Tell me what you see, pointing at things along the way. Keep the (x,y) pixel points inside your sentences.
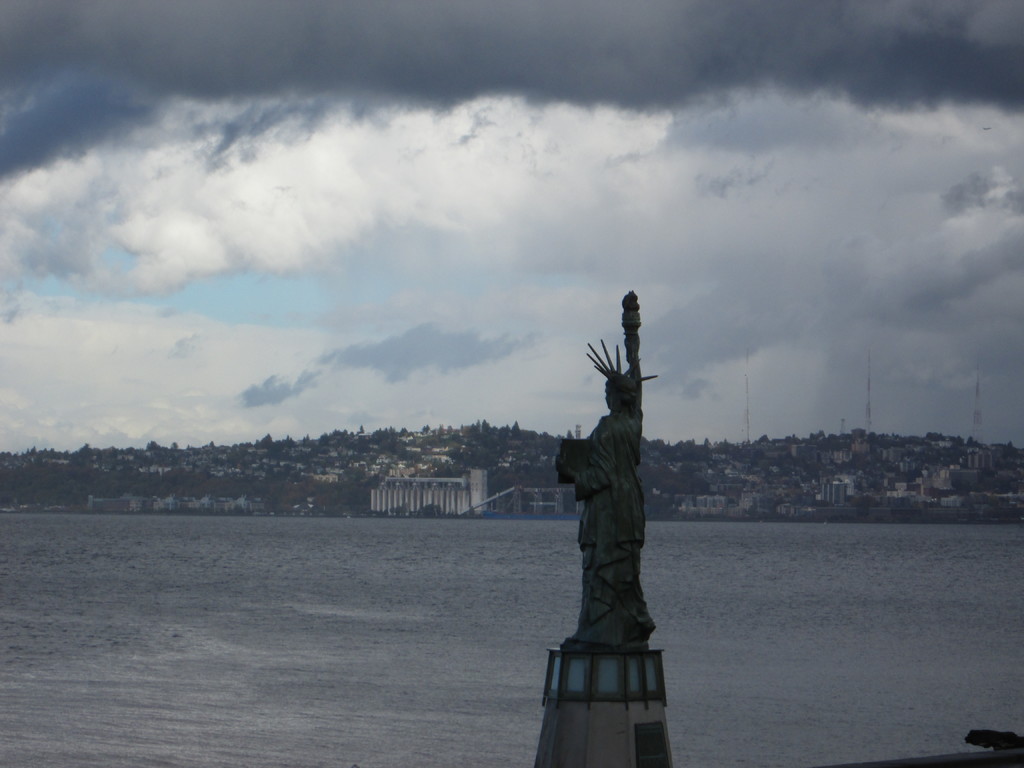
In this image we can see the statue (610,457) and we can see the river (727,600) and in the background (778,441), we can see some buildings (455,499) and at the top (368,232) we can see the sky (278,218) with clouds (182,195).
